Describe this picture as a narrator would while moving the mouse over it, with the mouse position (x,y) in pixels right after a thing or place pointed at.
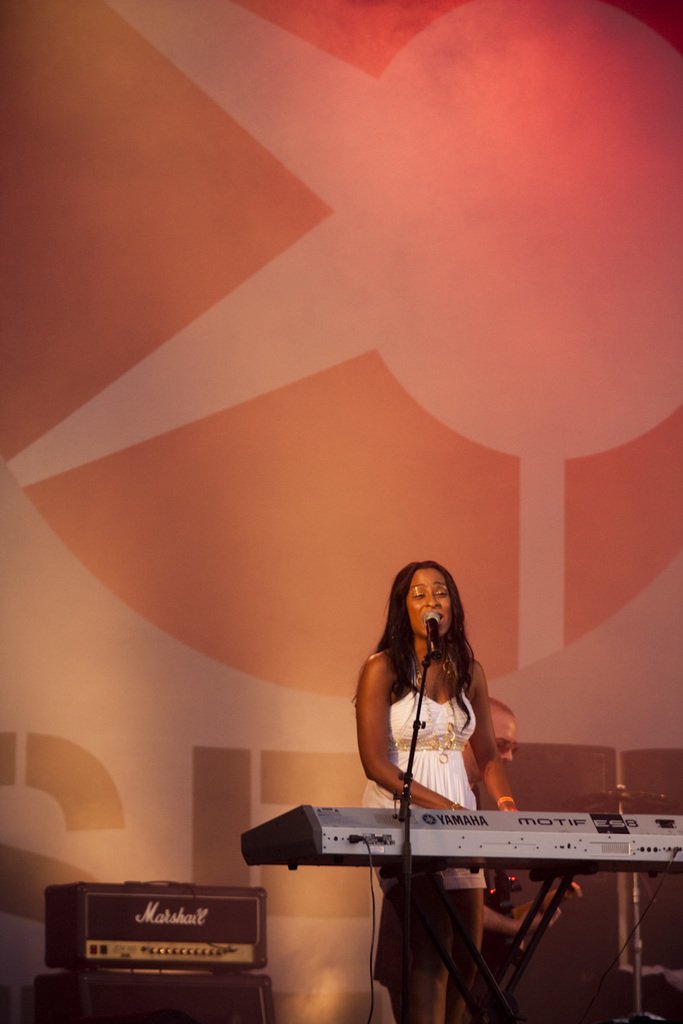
In the image I can see a person (363,731) who is playing the musical instrument (460,826) in front of the mic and also I can see some other thing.
